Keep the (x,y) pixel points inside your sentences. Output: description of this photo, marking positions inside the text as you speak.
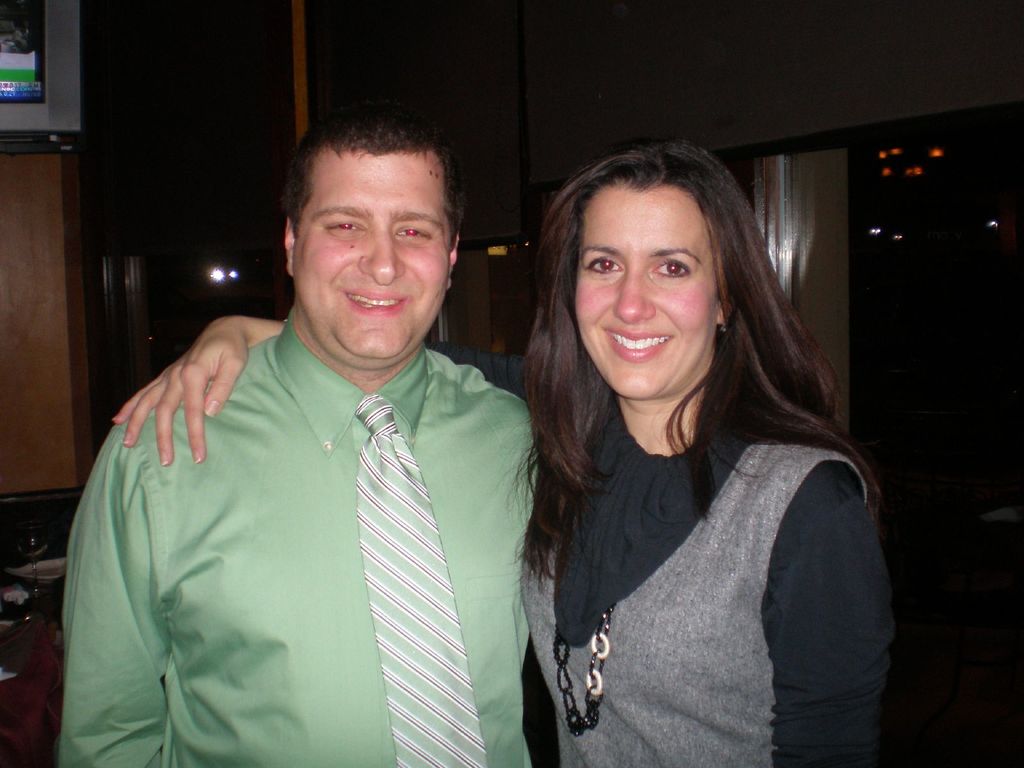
In this image I can see two persons (195,373) in the front (774,513) and I can see smile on their faces (344,294). I can see the left one (384,271) is wearing green colour shirt (466,505), tie (435,583) and the right one (635,543) is wearing black colour dress (662,515). I can also see a television (71,72) on the top left side of this image (29,15).
